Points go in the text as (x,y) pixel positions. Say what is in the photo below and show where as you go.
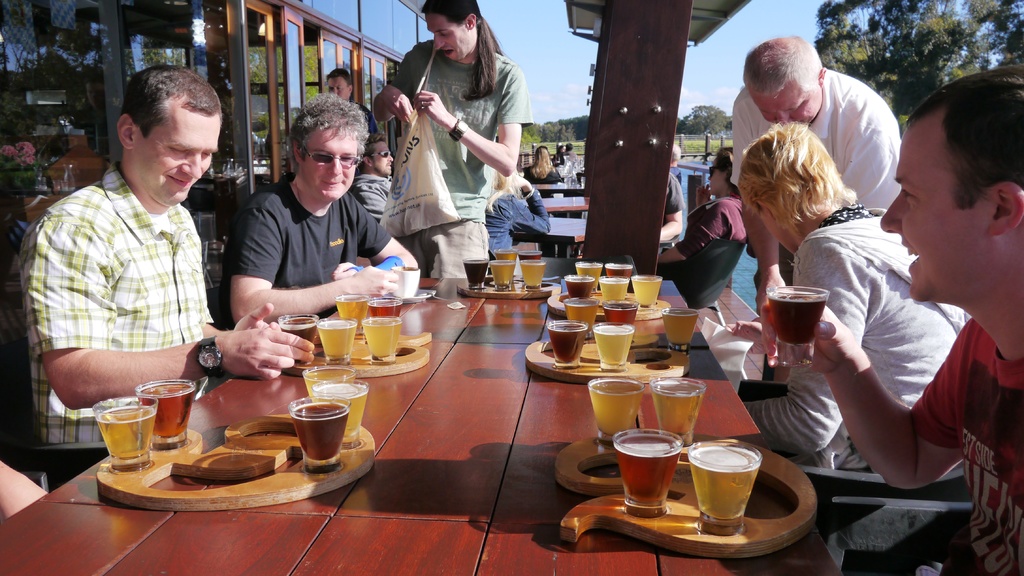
In this image in the middle (541,310) there is a table (375,508). On the table (399,542) there are glasses (701,497) on stand (562,302). Around the table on chairs (566,273) people (308,206) are sitting. The person (987,359) in the right (941,303) is holding a glass (805,319). In the background (697,269) there are few other tables (541,186) and chairs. A person (457,173) is standing here. In the left (267,69) there is a building (298,59). In the background (900,57) there are trees (940,31) and sky (580,42).
